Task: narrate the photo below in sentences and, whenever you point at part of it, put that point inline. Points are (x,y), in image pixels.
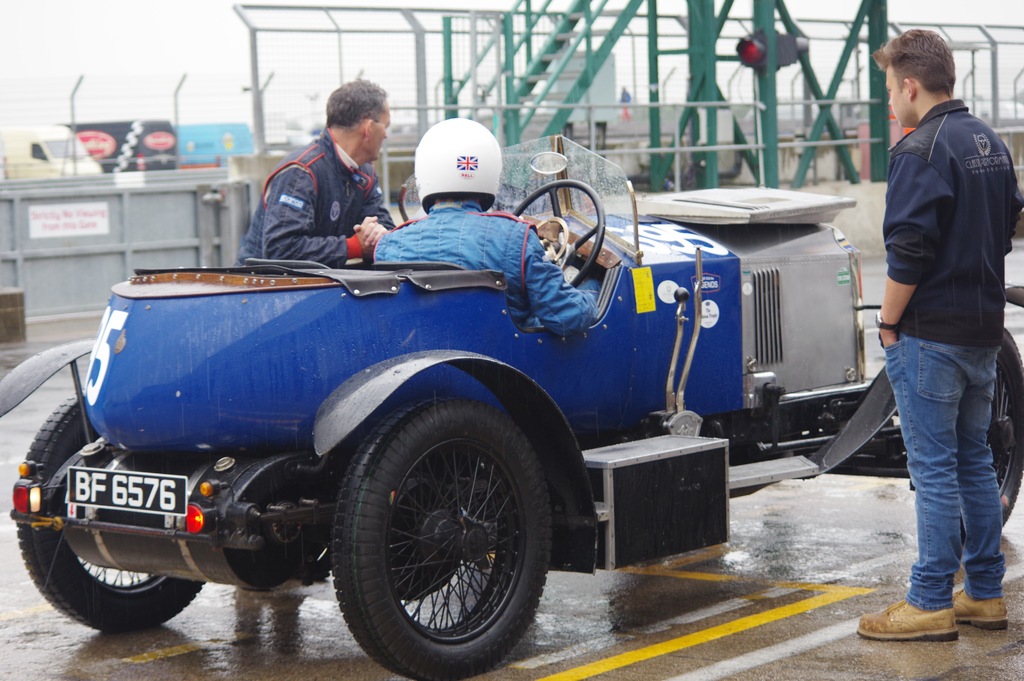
In the picture there is a vehicle (462,414) which is of blue color there is a man (500,216) sitting inside the vehicle (479,387) another person (361,222) is standing left side to the vehicle (336,268) and other one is standing to the right side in the background (630,106) there are lot of grills (594,119), a bridge (599,69) and the sky (669,20).
